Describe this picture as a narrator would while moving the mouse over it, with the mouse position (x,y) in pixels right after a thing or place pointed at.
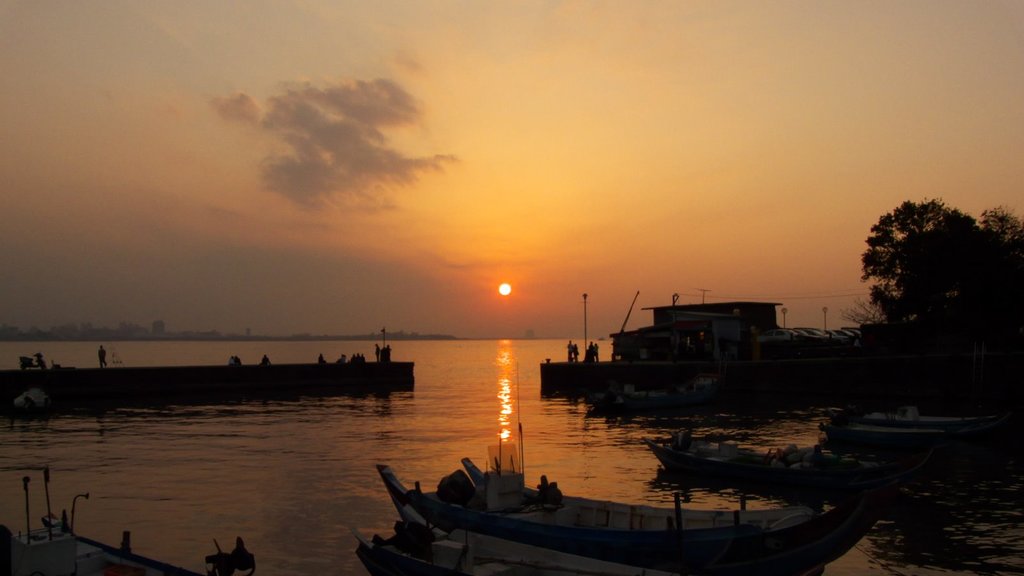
In this image we can see some boats (633,395) in a water body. We can also see some people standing on the deck (335,383), some poles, a house (713,344), some wires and trees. On the backside (114,338) we can see some buildings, the sun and the sky (474,238) which looks cloudy.
